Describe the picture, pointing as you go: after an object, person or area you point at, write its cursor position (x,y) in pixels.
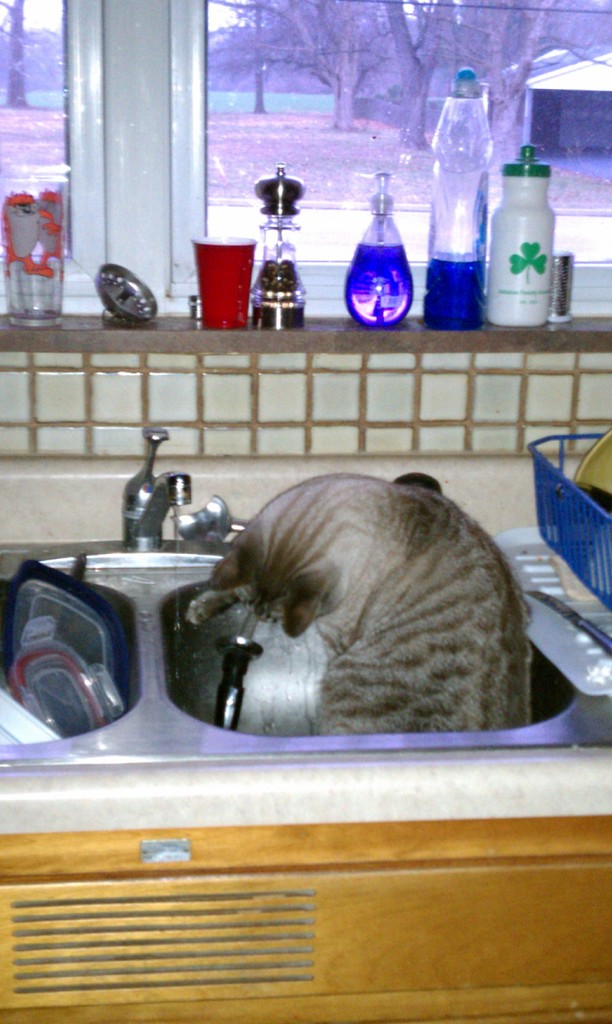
In this image we can see a cat (397,619) in the sink (357,763). There are bottles (441,323) and window glasses (380,80) through which we can see trees (334,73).
